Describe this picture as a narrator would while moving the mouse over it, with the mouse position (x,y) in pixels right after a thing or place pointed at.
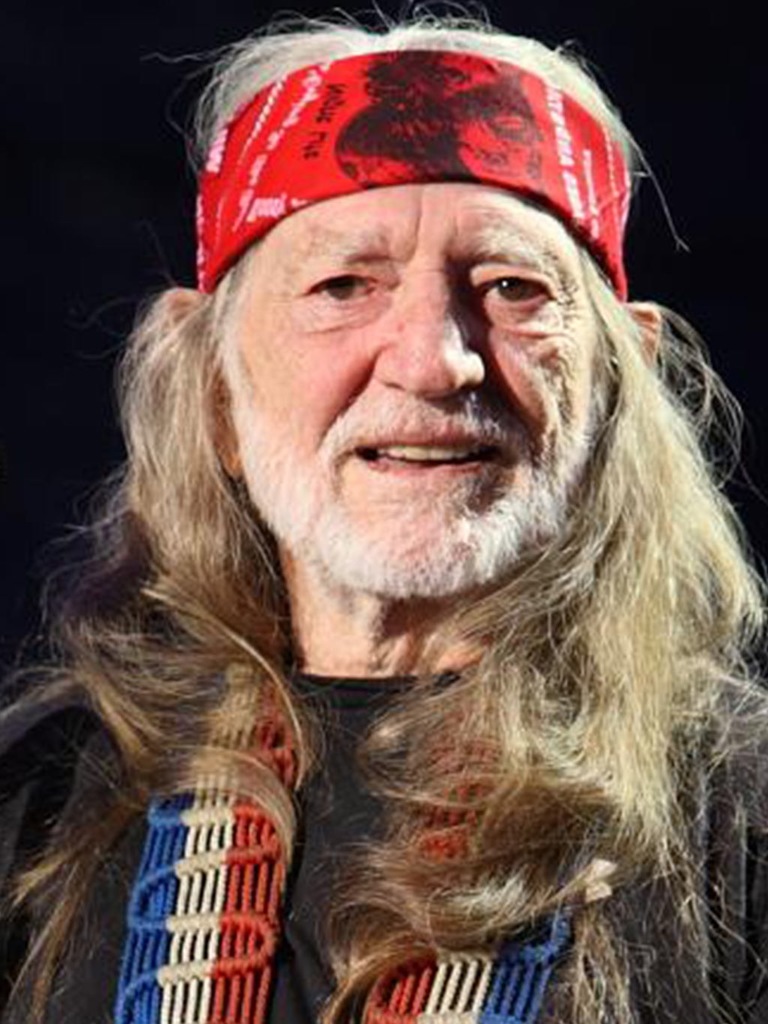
This picture shows a man (355,488). we see a cloth (475,176) to his head (432,209) and smile (454,454) on his face (457,504) and we see a black background (73,91).
